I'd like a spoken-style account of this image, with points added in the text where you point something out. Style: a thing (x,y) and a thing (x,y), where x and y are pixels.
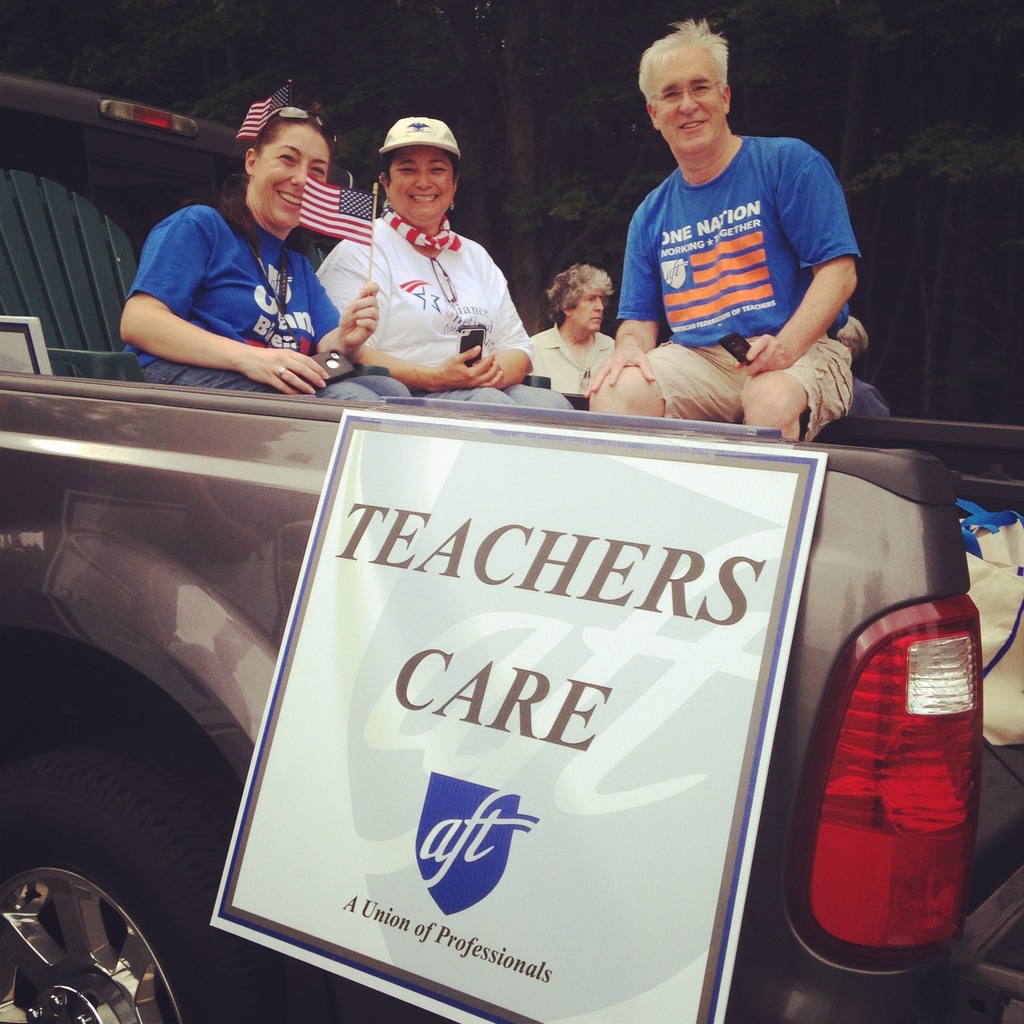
In this picture I can observe some people (387,202) sitting in the vehicle (120,210). It is looking like a pickup truck (106,456). I can observe a board (326,745) on the vehicle (140,440). In the background (540,174) there are trees (552,144).
